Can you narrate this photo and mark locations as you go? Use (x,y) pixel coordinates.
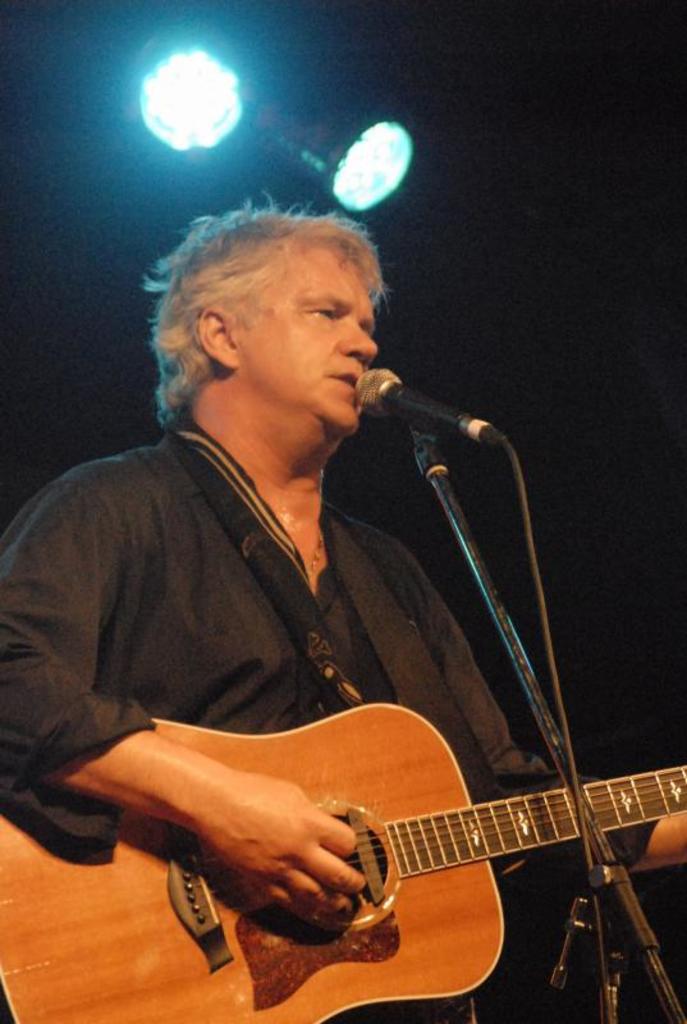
In this image there is a man (227,562) wearing a black shirt (144,580) and standing. He is singing a song and playing guitar (439,854). This is a mike (418,397) with the mike stand (536,715). These are the floodlights (221,128) which are used at performance.
